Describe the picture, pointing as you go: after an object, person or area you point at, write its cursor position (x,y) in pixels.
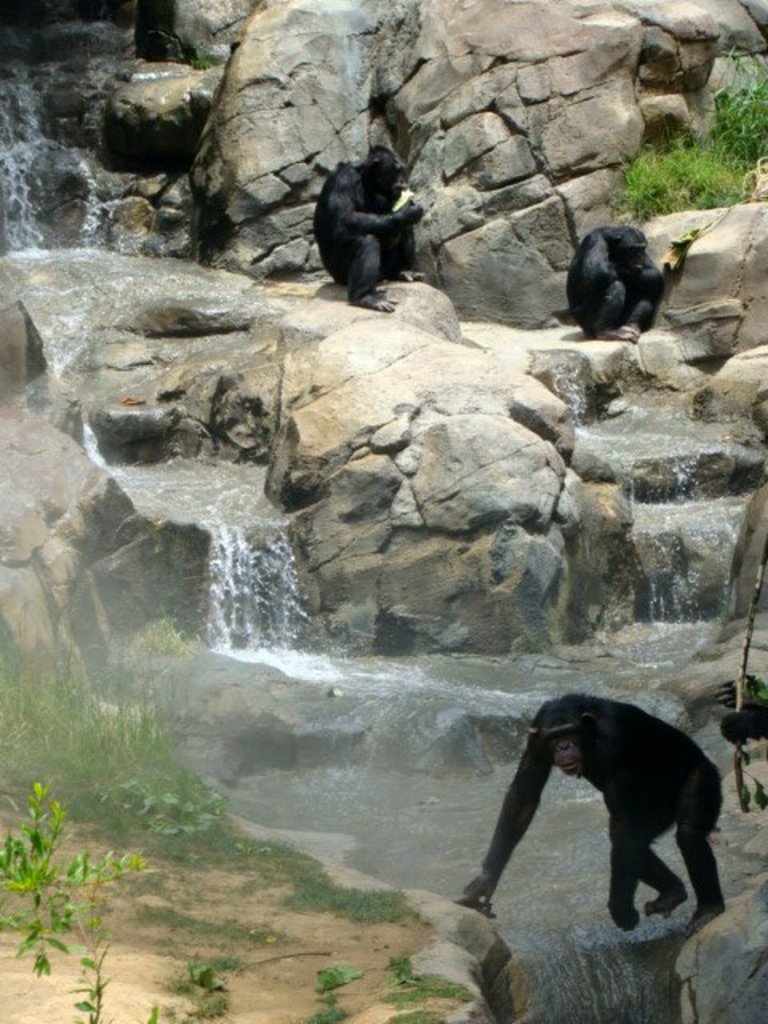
In this image we can see mountain (537,445) and river (31,296) is flowing. Two apes (594,258) are sitting on the mountain (16,594). Left side of the image (129,795) some plants (98,730) are there.
